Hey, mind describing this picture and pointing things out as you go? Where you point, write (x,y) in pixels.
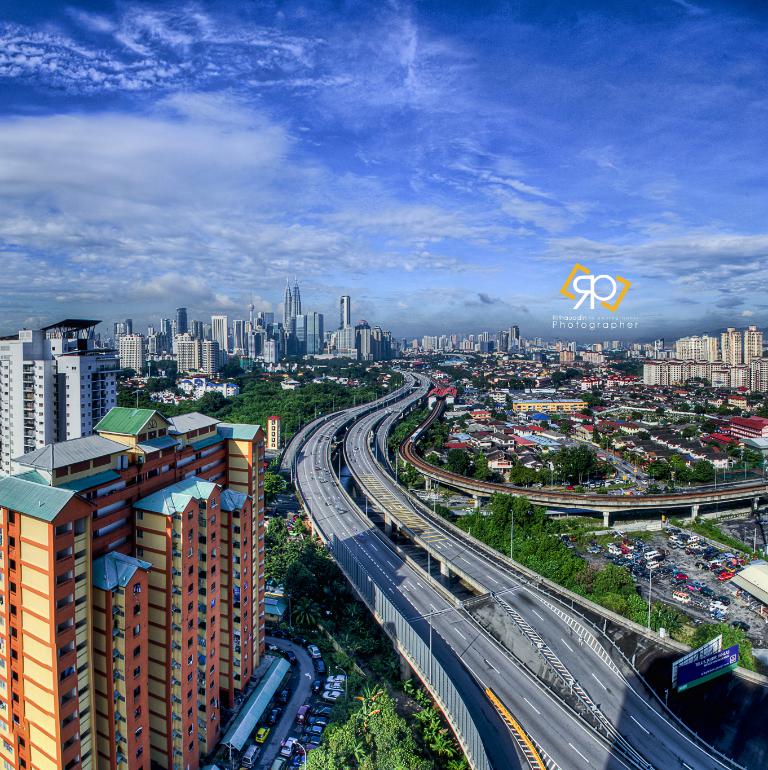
In this image I can see few buildings (23,769), windows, sheds (240,741), vehicles (327,716), roads (304,452), trees (340,624), sign boards (677,678) and poles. The sky (461,125) is in blue and white color.
